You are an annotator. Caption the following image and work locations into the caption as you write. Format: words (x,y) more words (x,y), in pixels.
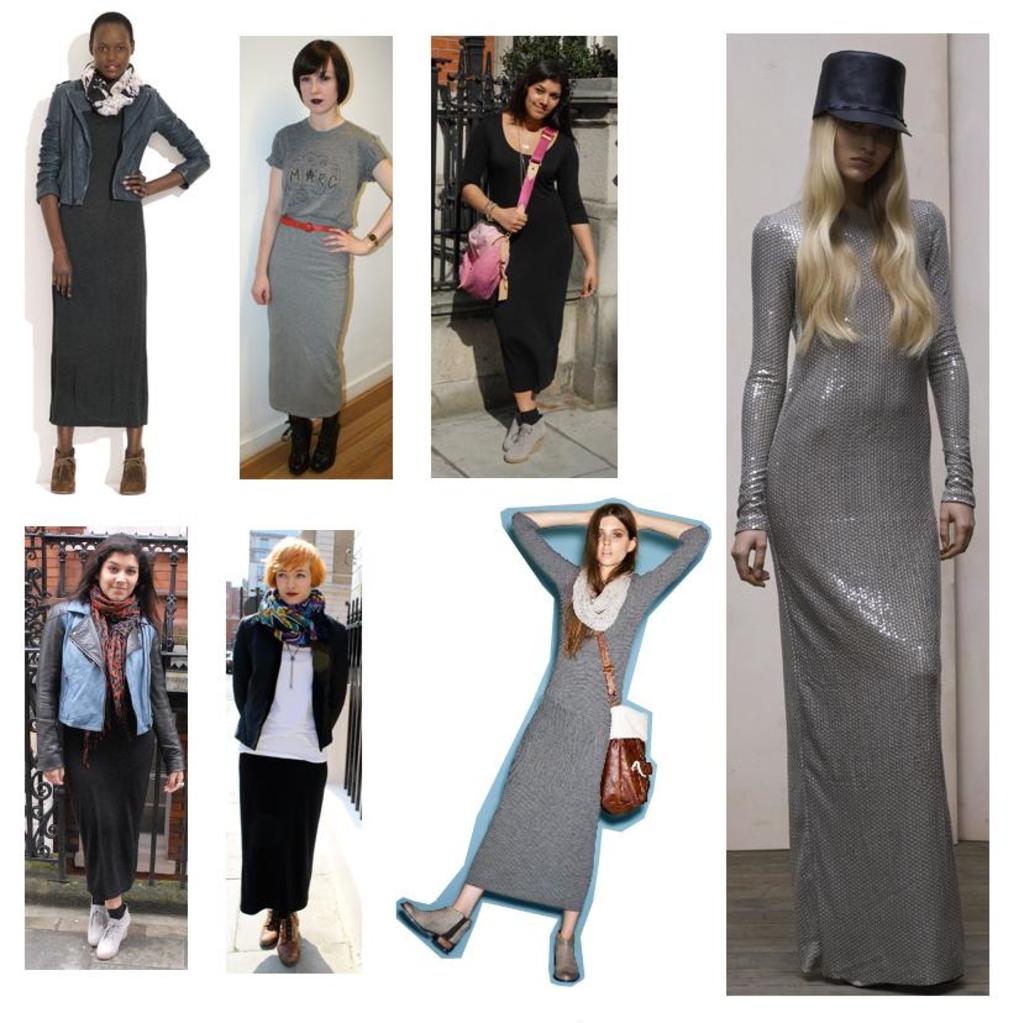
In this picture I can see the collage image, in which I see few women (561,200) who are standing.
